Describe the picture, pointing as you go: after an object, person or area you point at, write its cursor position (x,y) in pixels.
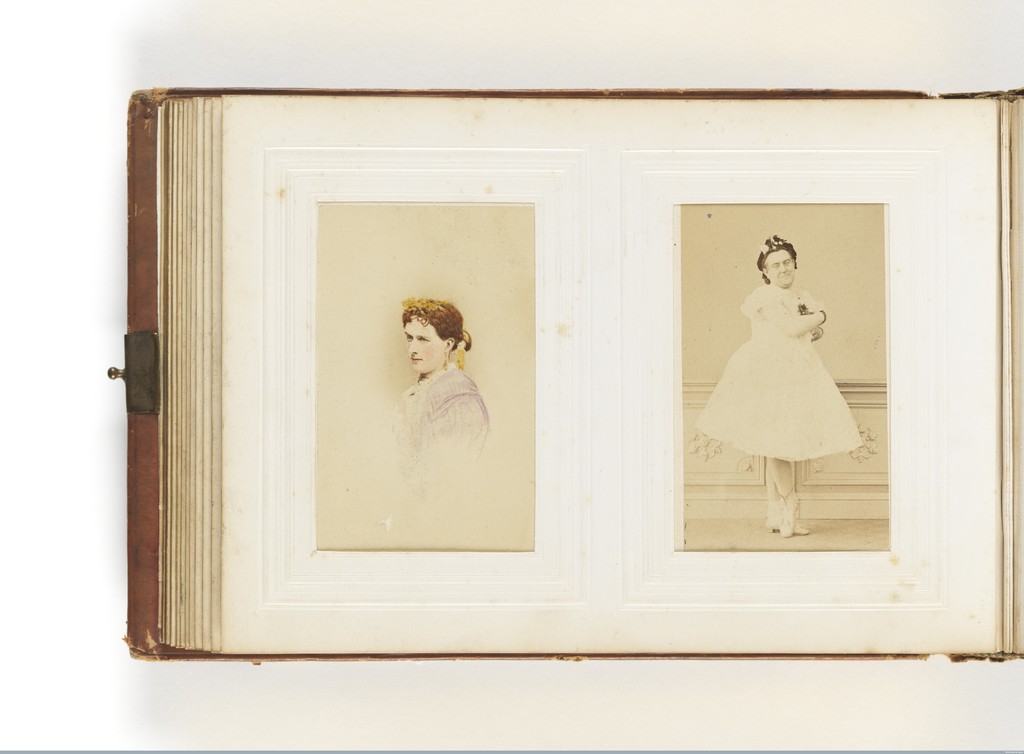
In this image there is a book (647,411). On the papers (592,531) there are pictures (455,389) of the people (737,399). The background (88,607) is white.
